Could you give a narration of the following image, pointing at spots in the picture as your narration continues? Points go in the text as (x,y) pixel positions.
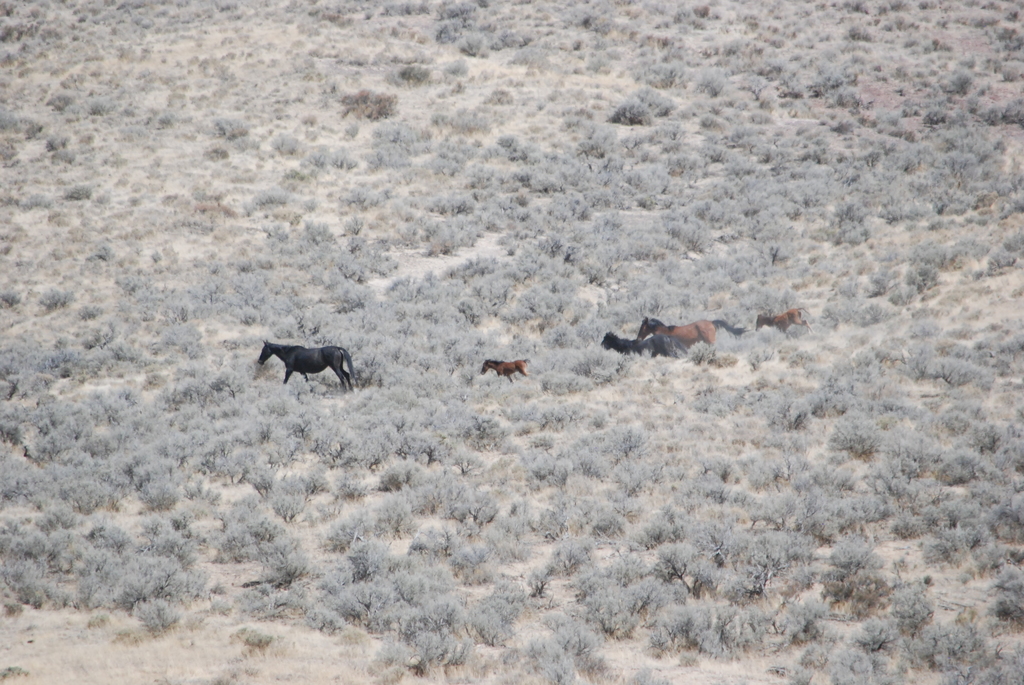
In this image there are horses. At the bottom of the image (427,518) there are plants (442,571).
